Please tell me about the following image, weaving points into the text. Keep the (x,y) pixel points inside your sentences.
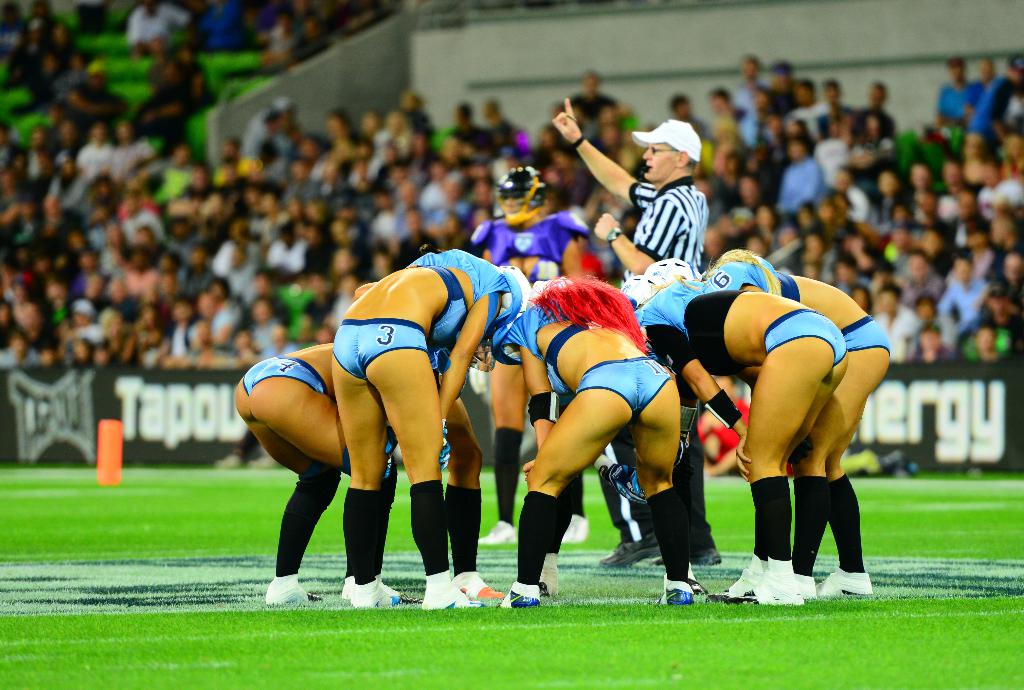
As we can see in the image there is a stadium (800,32). There are banners (126,448) and grass (121,567).
